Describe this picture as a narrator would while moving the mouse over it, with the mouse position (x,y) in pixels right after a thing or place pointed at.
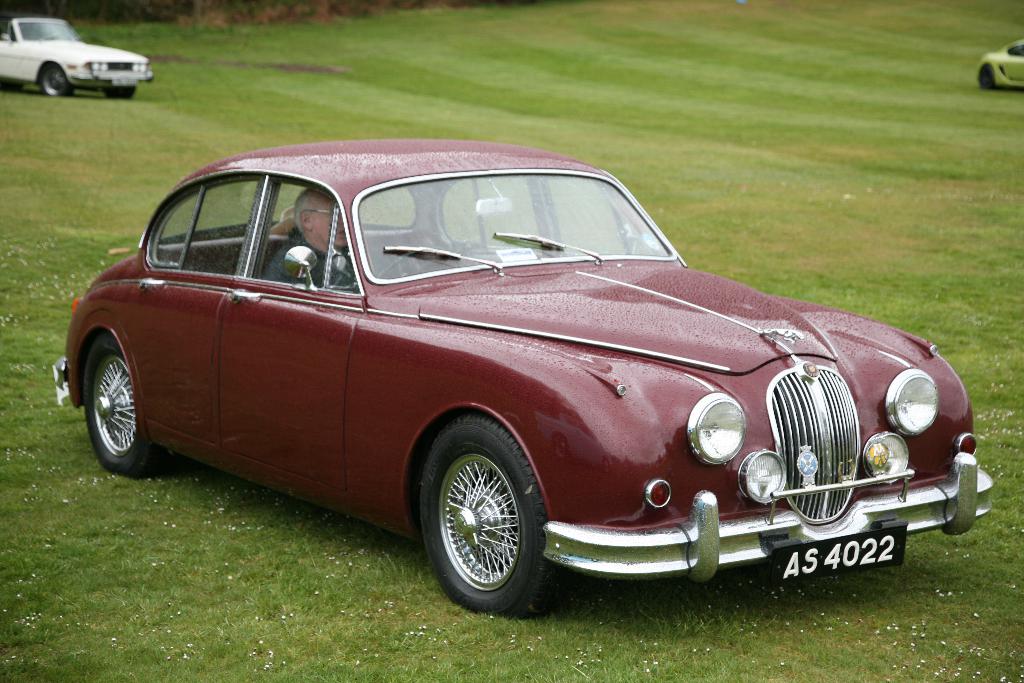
In this picture we can see a person (305,228) in a car (457,207). There are few vehicles (1000,62) on the grass (65,584).
